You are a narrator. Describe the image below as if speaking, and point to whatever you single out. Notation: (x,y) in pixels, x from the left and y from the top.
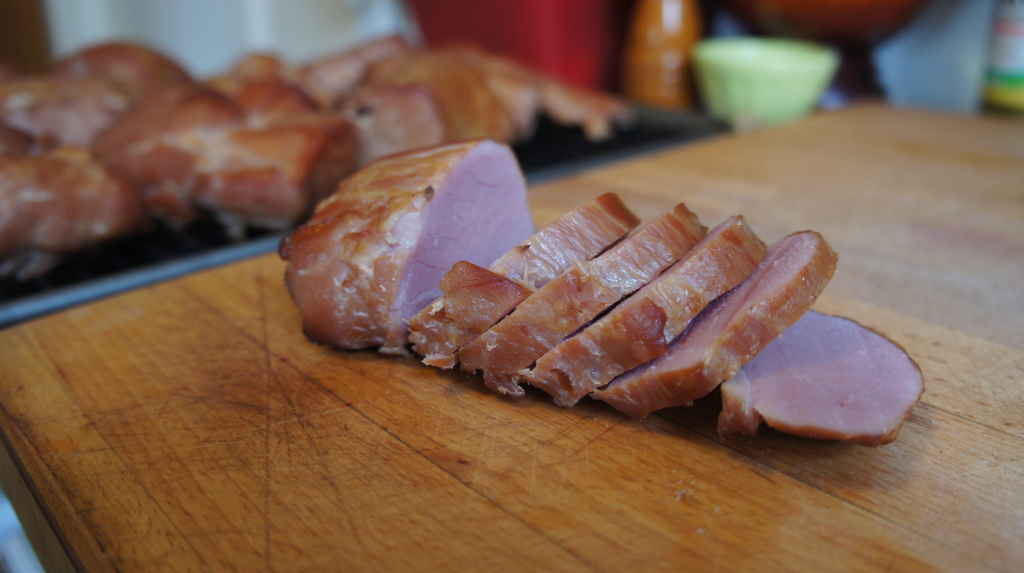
In this picture we can see a wooden plank (552,435), food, bowl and some objects (559,26) and these all are placed on a platform (940,269).
